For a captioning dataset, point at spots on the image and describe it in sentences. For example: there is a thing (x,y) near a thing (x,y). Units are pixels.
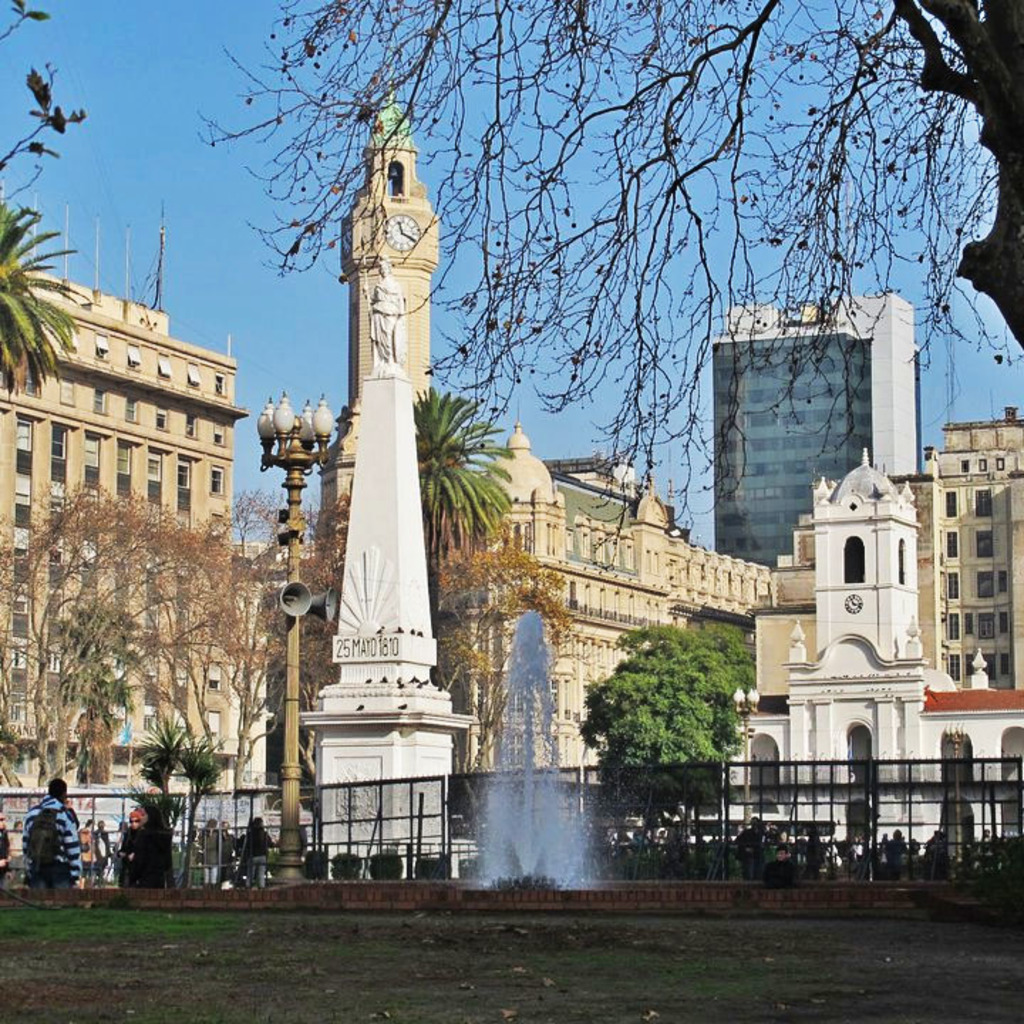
In this image I see number of buildings (618,511) and I see a tower (388,241) over here on which there is a clock (405,228) and I see the statue (402,596) over here and I see a light pole (293,515) over here and I see another light pole (750,759) over here and I see number of trees (435,501) and I see the fountain (485,839) over here and I see the grass (36,969) and I see few people (154,862) over here. In the background (246,309) I see the blue sky (311,342).
